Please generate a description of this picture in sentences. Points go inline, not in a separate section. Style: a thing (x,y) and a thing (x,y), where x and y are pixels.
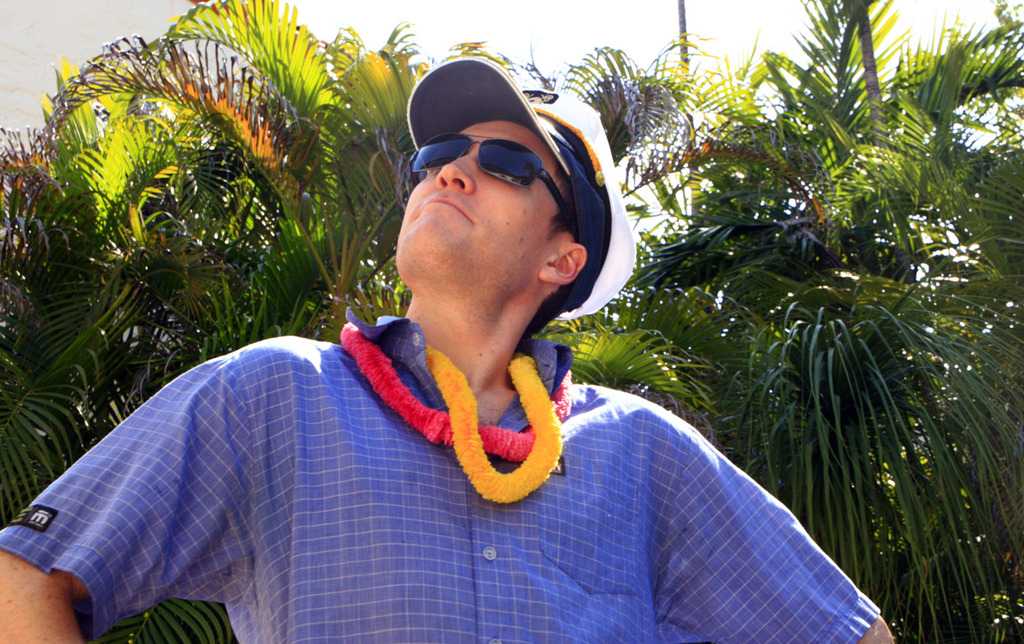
In the image in the center (502,377), we can see one person (488,508) and he is wearing a cap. In the background (734,124) we can see trees (231,116).
